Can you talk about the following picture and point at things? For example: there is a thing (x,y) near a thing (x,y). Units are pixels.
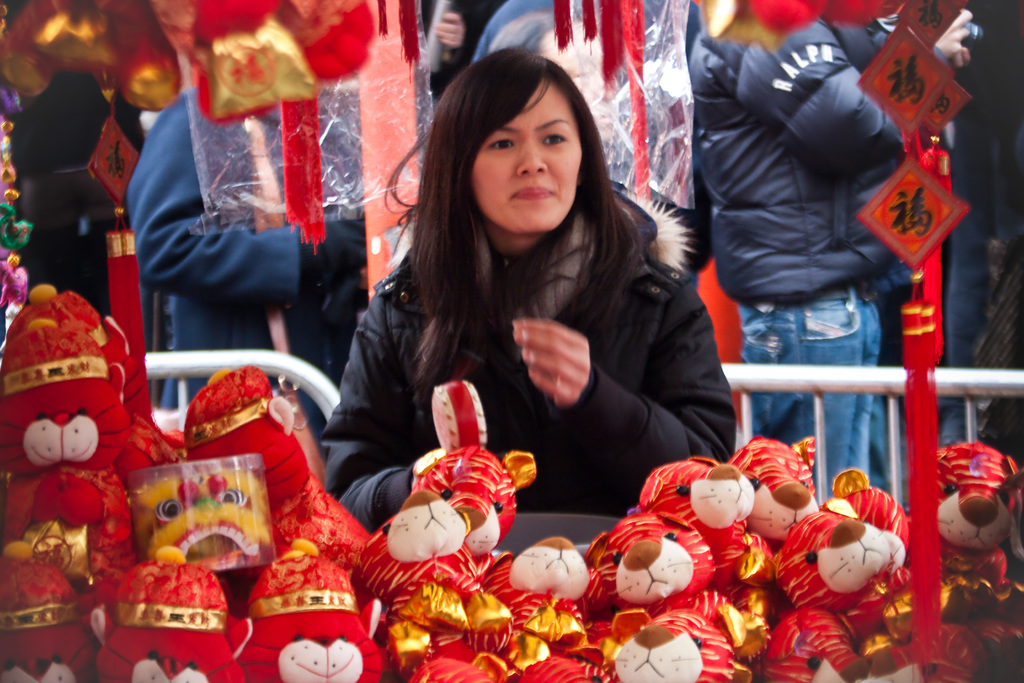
The woman (552,256) in the middle of the picture (505,349) is sitting. In front of her, we see many stuffed toys (428,515) which are in red color. Behind her, we see the railing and we see many people (251,310) are standing. At the top (243,74), we see the toys (234,103) and the plastic covers (369,90).
